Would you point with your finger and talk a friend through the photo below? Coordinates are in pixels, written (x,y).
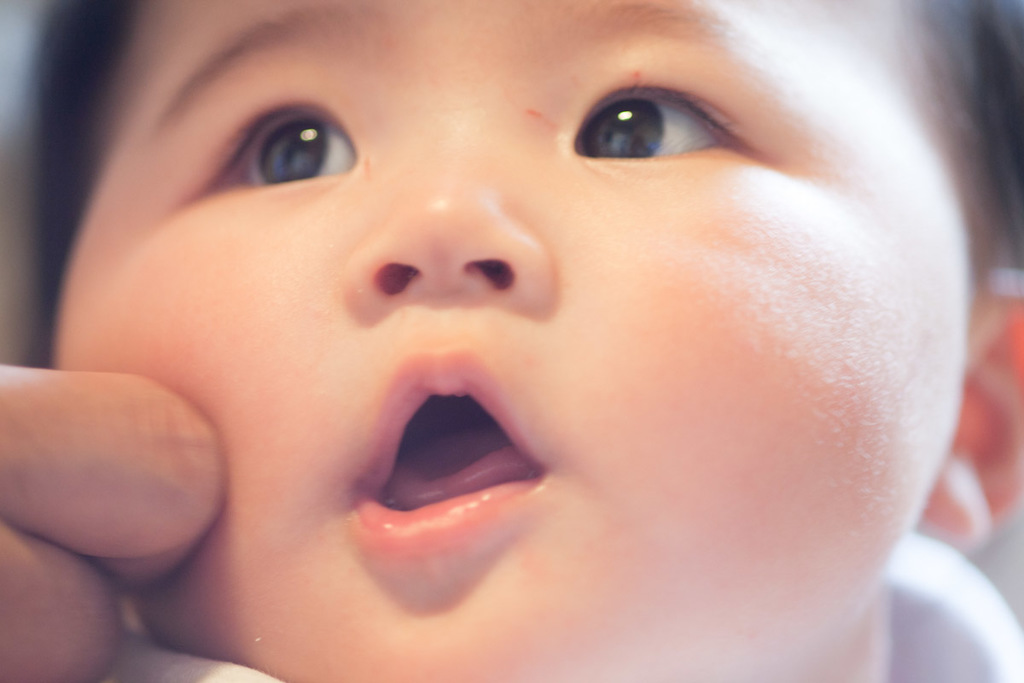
This image consists of small kid (492,423). To the left (80,522), there is a person fingers (83,534).
